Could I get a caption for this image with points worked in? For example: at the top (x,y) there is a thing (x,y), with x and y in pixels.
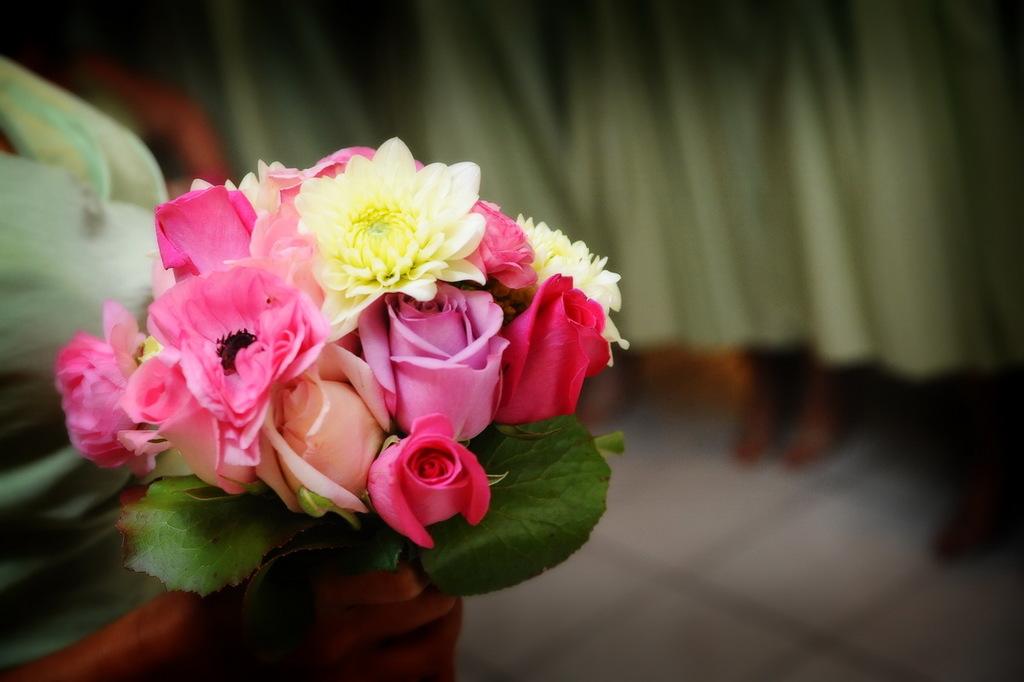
In this picture we can see a person (145,173) is holding flowers (499,368).
